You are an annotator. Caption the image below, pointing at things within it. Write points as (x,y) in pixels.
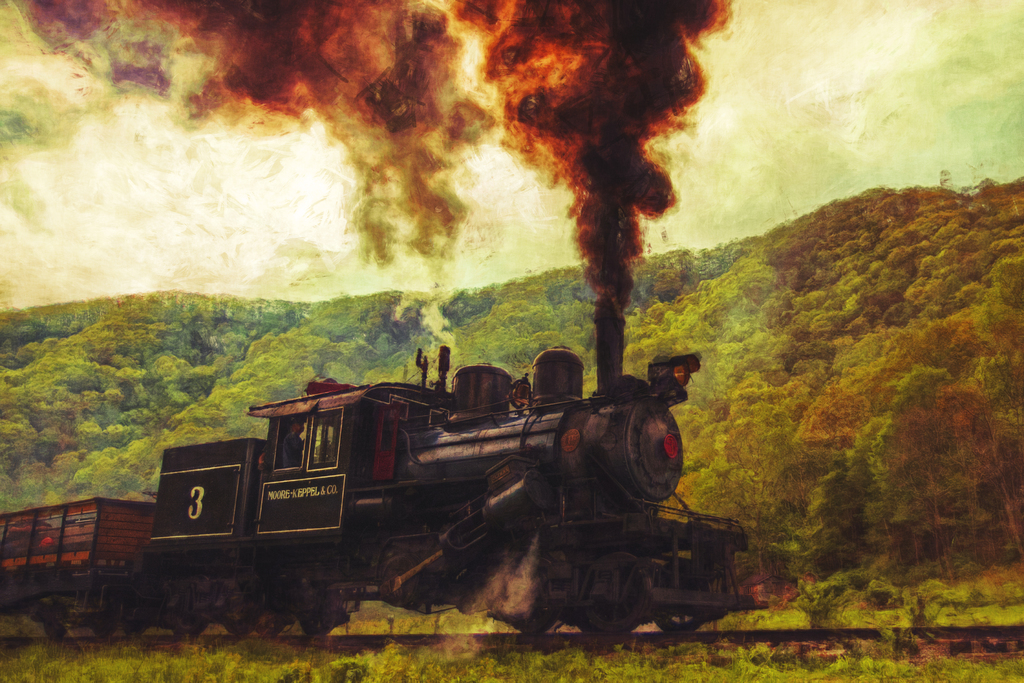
In this image I can see a train (402,490) on the railway-track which is in black and brown color. Back I can see trees (822,322). I can see a sky (237,260).
